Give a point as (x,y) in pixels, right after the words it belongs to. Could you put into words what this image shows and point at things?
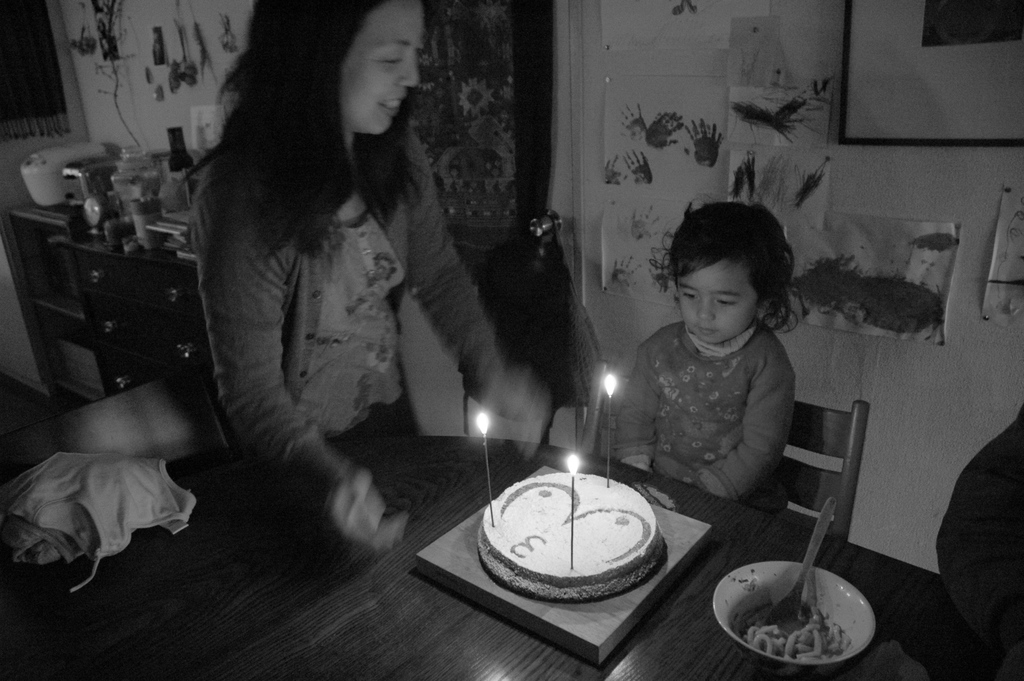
This is a black and white image. At the bottom of the image (341,556) there is a table (341,556). On the table (357,564) there is a cloth (104,488), cake (567,560) with candles (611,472), bowl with food items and a spoon (793,604) in it. Behind the table (601,461) there is a kid (712,455) sitting on the chair (845,483). Beside the kid (627,437) there is a lady (272,361) standing. And on the right corner of the image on the table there is a hand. In the background (692,194) there is a wall (817,261) with painted papers (875,265). And on the left corner of the image (77,260) there is a cupboard (141,271) with few items (58,175) on it. And also there are few things (85,38) hanging on the wall (110,106).
